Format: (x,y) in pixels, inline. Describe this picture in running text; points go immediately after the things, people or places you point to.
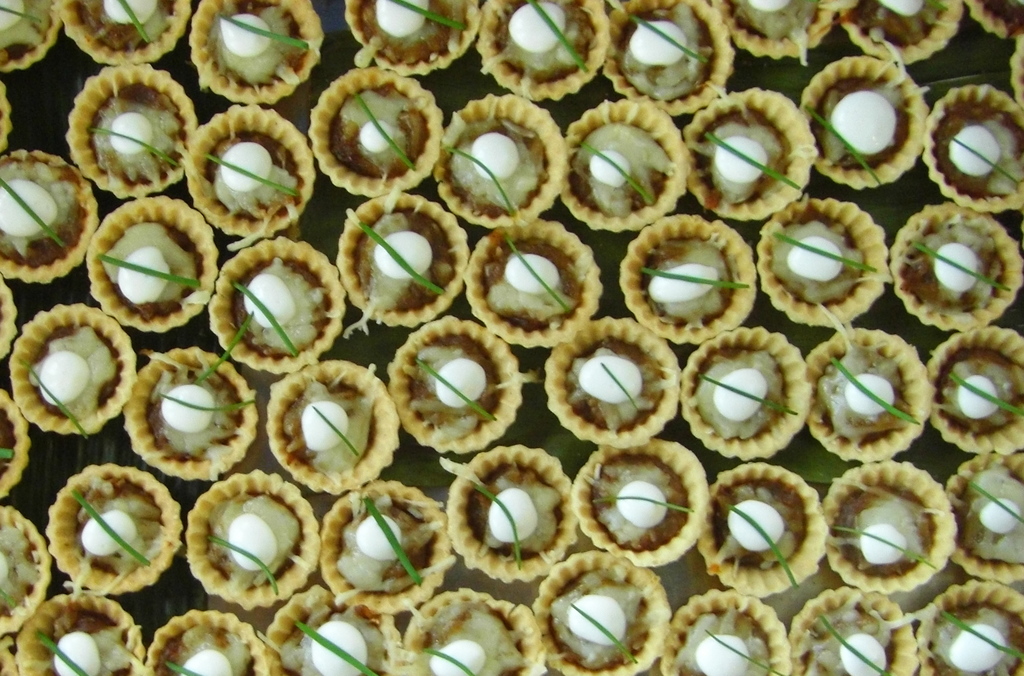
In this image, we can see so many tartlets (307,324) with some sauce (956,118) and eatable things (457,421).
